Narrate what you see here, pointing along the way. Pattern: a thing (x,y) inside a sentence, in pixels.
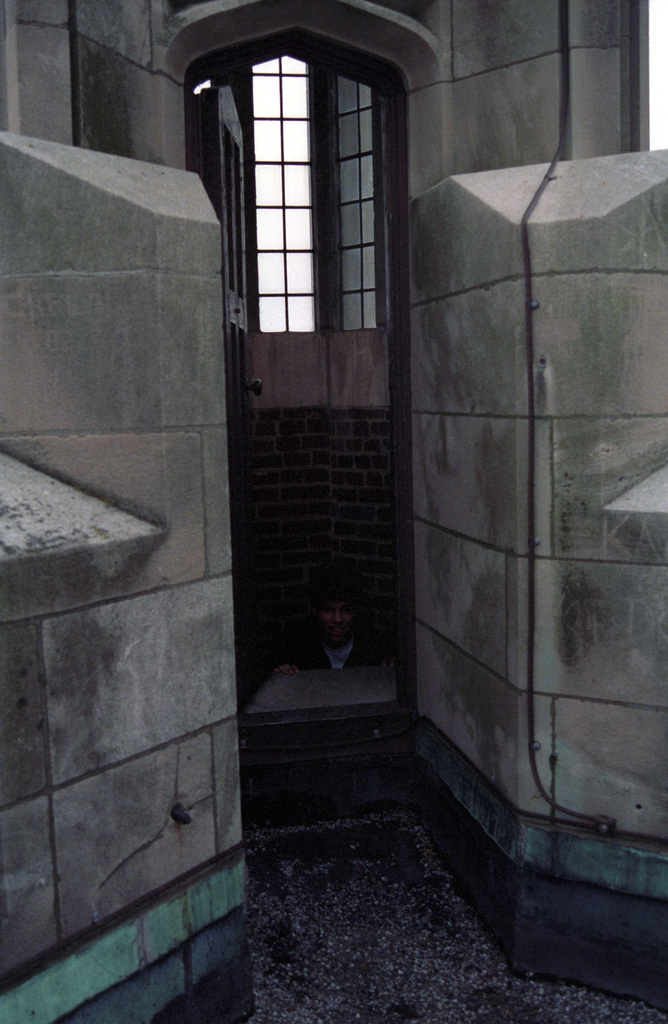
This is the outside view of a building (403,766). And one person (365,643) is sitting here and besides him there is a door (229,197). And this is the window (348,104).
